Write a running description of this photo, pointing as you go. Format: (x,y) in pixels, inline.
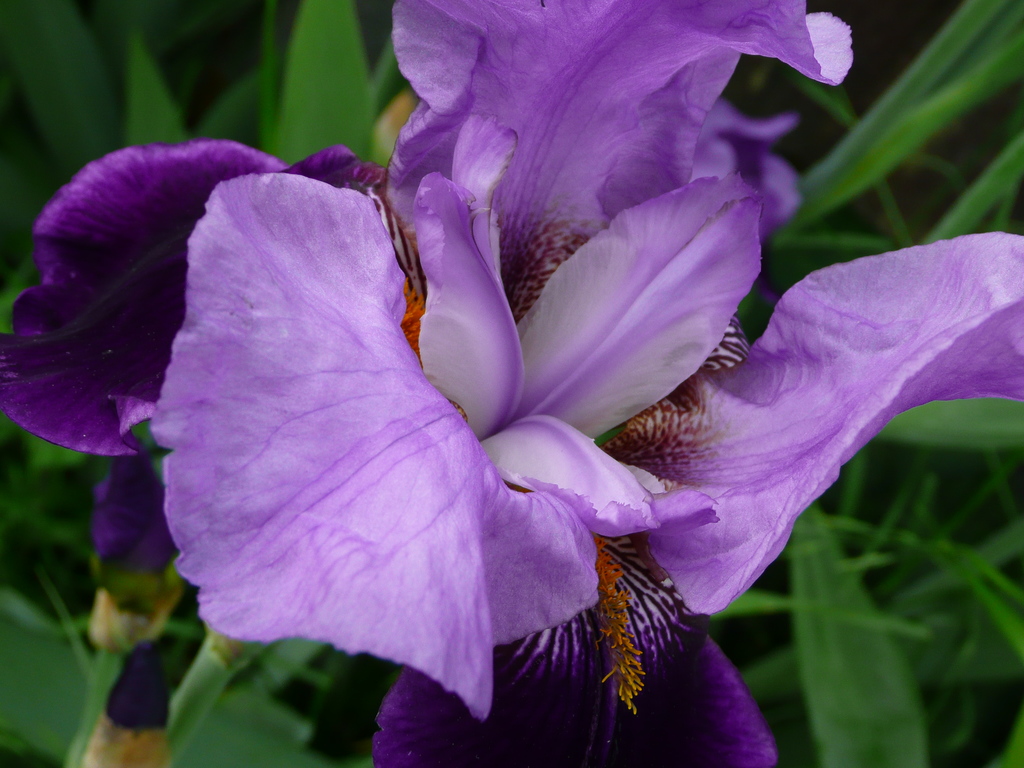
In the center of the image (492,269), we can see a flower (580,356) which is in purple color and in the background (894,131), there are leaves (895,588).
